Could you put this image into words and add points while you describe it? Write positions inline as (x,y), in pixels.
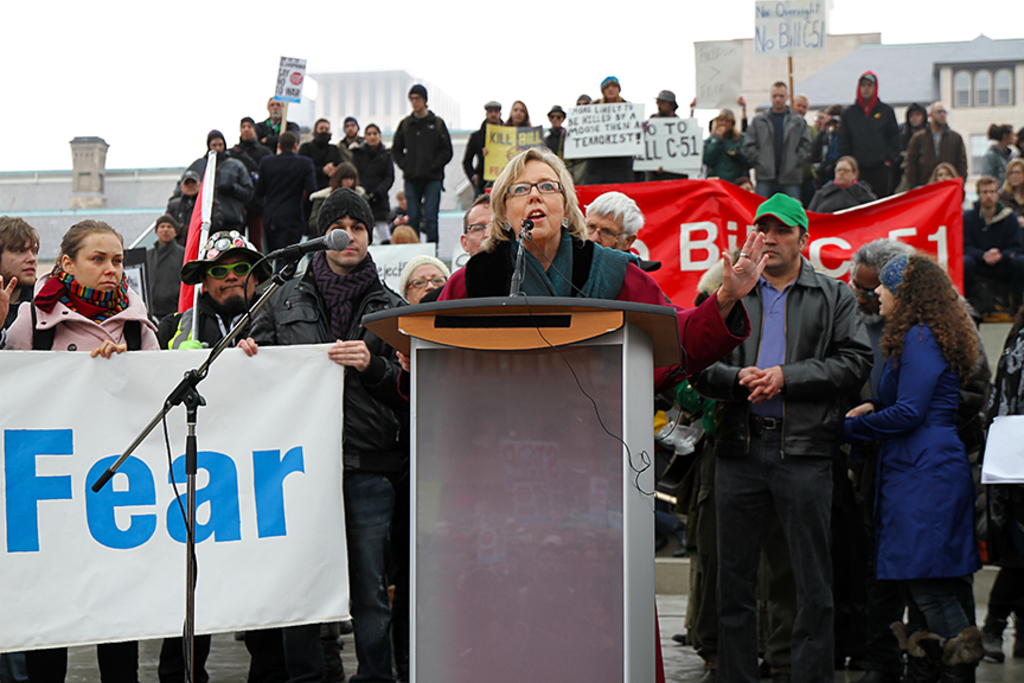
In the picture I can see people (417,258) among them some are holding placards (618,131) and some are holding a banner (839,220). Here I can see in front of the image a woman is standing in front of a podium (515,418) which has a microphone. In the background (566,47) I can see buildings (875,60) and the sky (219,61).
